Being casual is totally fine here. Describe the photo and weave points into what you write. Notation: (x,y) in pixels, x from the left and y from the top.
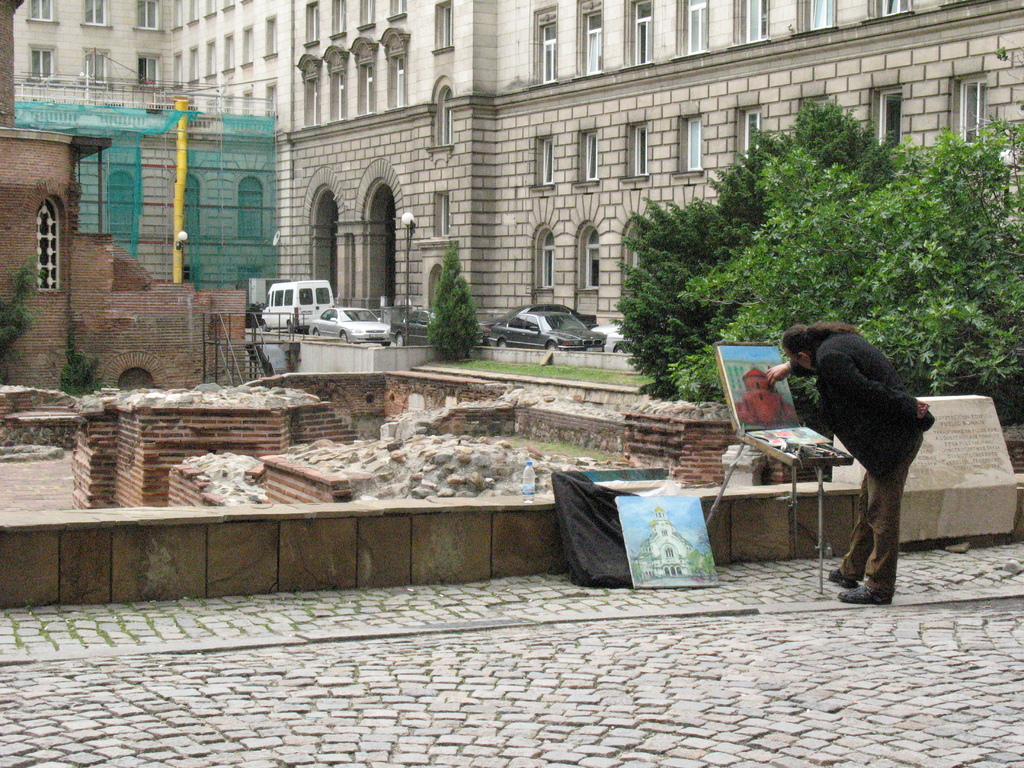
Here on the right (826,385) we can see a man (890,396) standing and painting on a board (761,413) which is on the stand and beside to it there is a painted board (651,533) and a cloth (572,565) and a water bottle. In the background (440,285) there are vehicles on the road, buildings (133,370), windows (56,258), poles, net (193,259), trees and grass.
